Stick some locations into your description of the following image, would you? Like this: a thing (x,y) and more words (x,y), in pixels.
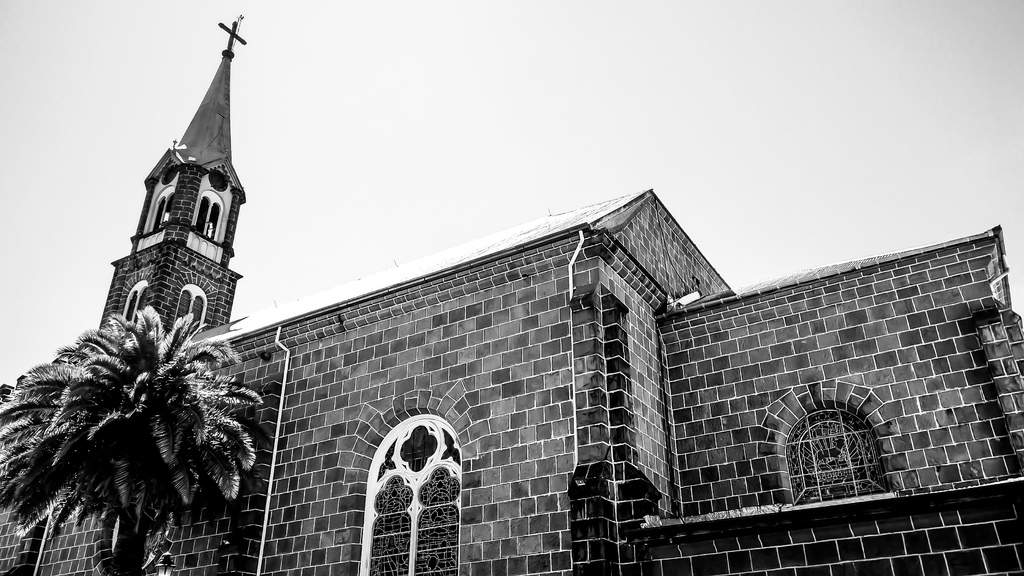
In the picture I can see building (357,420) which is having windows (381,463) to the wall (290,455), beside we can see tree (105,443), at the top of the screen we can see cross symbol (234,45).
